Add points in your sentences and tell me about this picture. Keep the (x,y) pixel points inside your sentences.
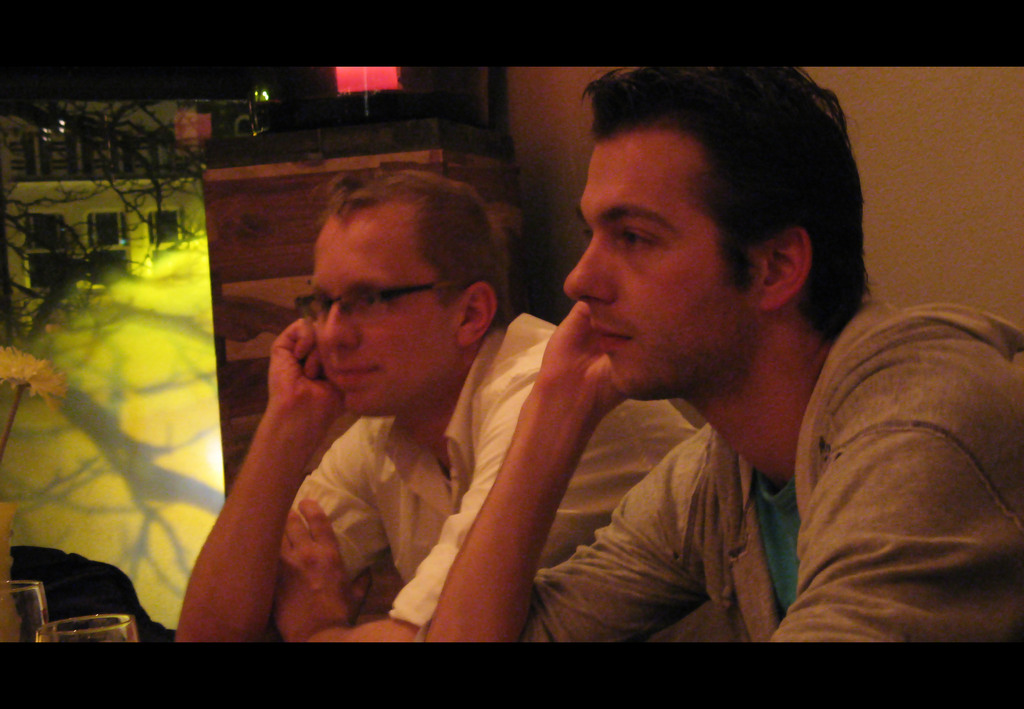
In this image, we can see two persons (717,597) wearing clothes (355,520). There are glasses (104,625) in the bottom left of the image (10,608).
